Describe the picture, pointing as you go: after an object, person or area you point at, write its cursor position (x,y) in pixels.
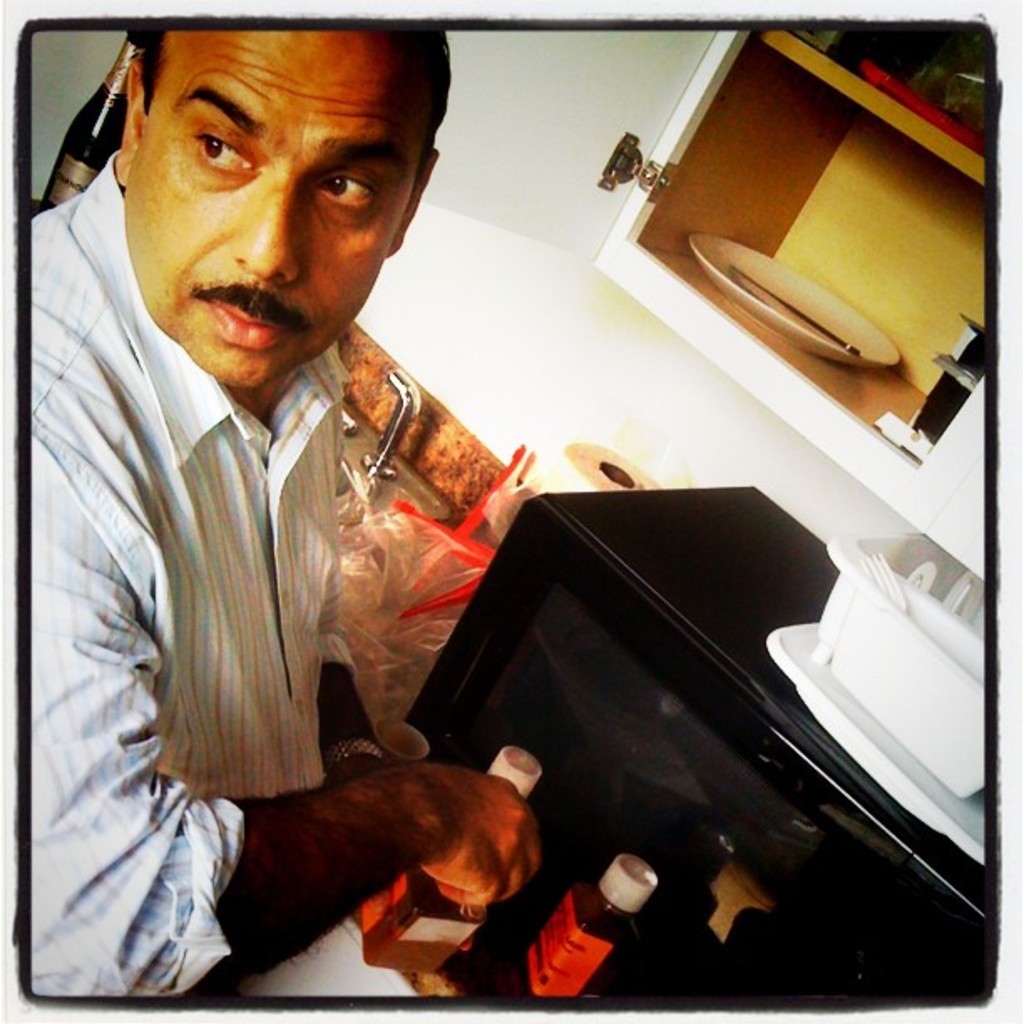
In this image there is a person (327,715). There is an oven (535,720). There is a plate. There is a container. At the top (840,188) there is a cupboard (880,493).
